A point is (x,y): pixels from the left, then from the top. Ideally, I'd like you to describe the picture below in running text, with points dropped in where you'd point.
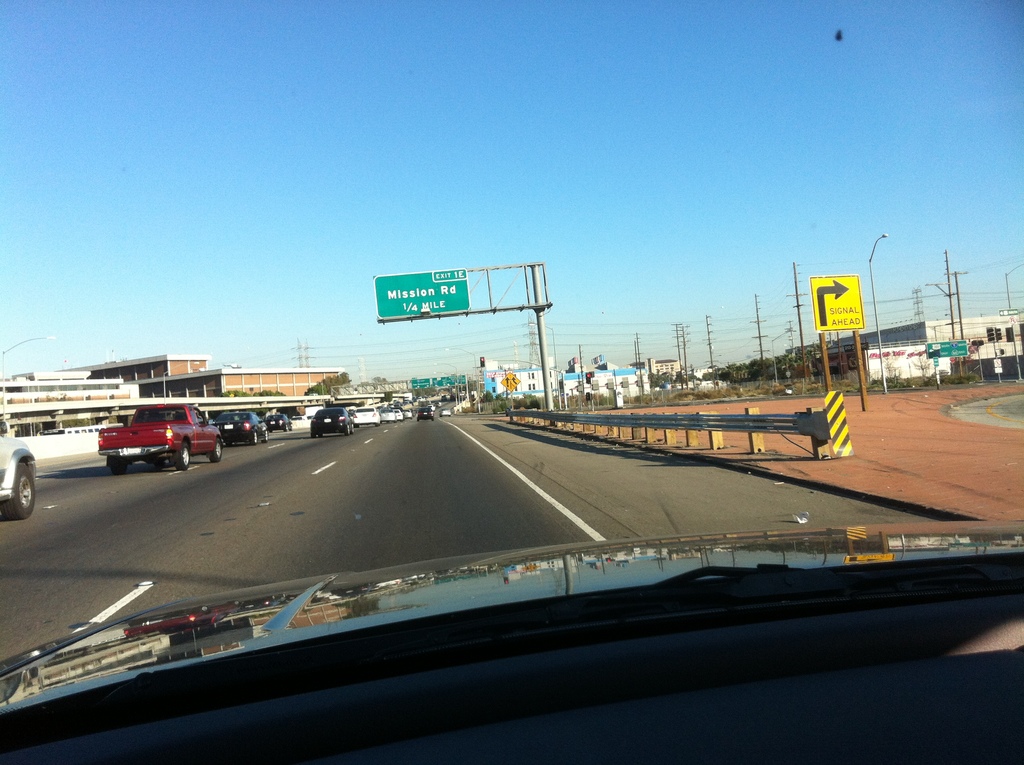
In the image we can see there is an outside view from the car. There are vehicles (246,439) moving on the road (366,476) and there are buildings (155,363).
